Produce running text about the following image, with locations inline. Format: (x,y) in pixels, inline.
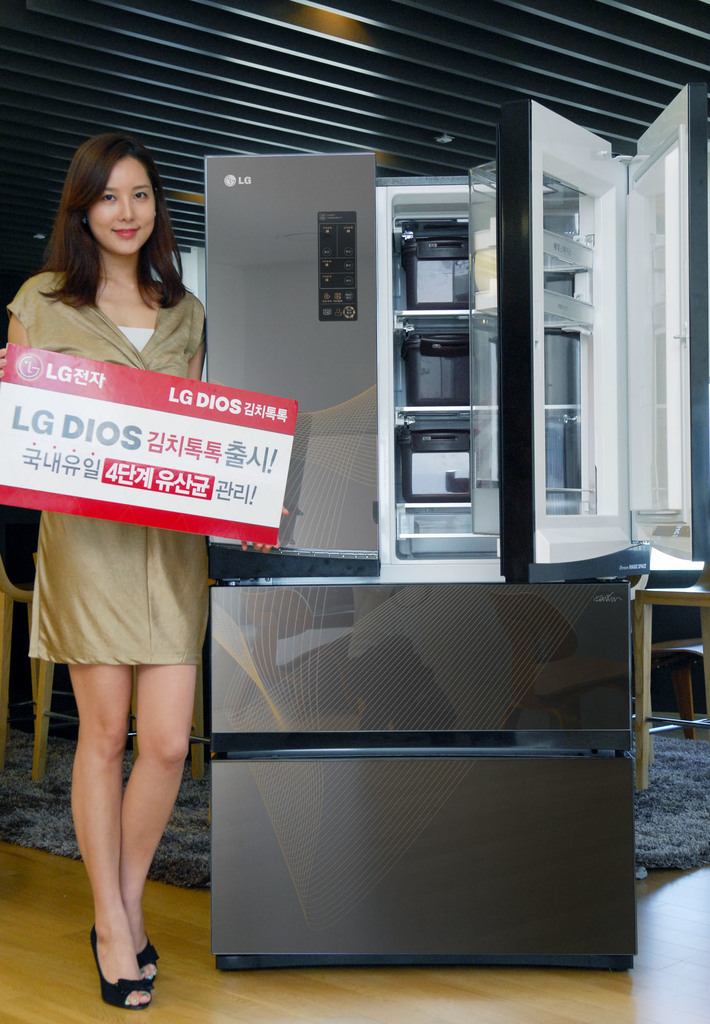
In this image i can see the person (63,333) standing and holding the board (91,486). The person (104,570) is wearing the white and brown color dress (108,575). To the right (487,548) I can see the refrigerator (335,575). I can see the mat (40,840) on the wooden floor (212,995).
